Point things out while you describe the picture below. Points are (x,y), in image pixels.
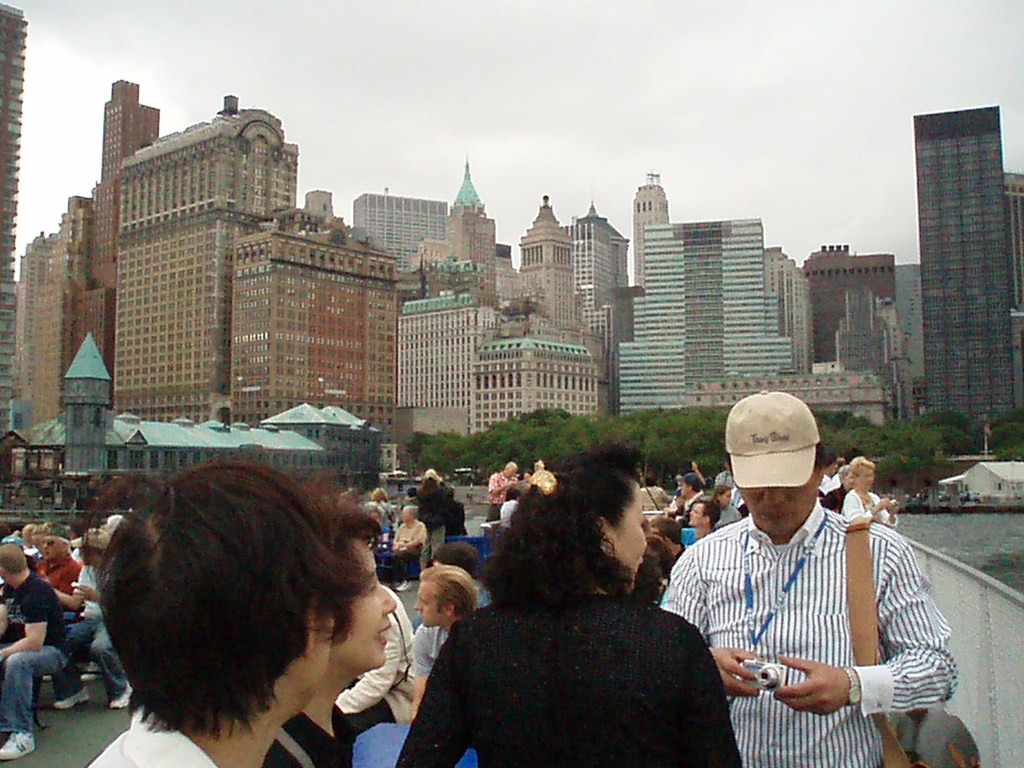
This is an outside view. At the bottom (585,680) there are few people (644,664) standing. On the left side (25,611), I can see a crowd of people (50,594) sitting on the chairs (46,687). On the right side (967,545) there is a lake (944,529). In the background (506,337) there are many buildings (467,339) and trees (572,427). At the top of the image (592,98) I can see the sky (482,105).
